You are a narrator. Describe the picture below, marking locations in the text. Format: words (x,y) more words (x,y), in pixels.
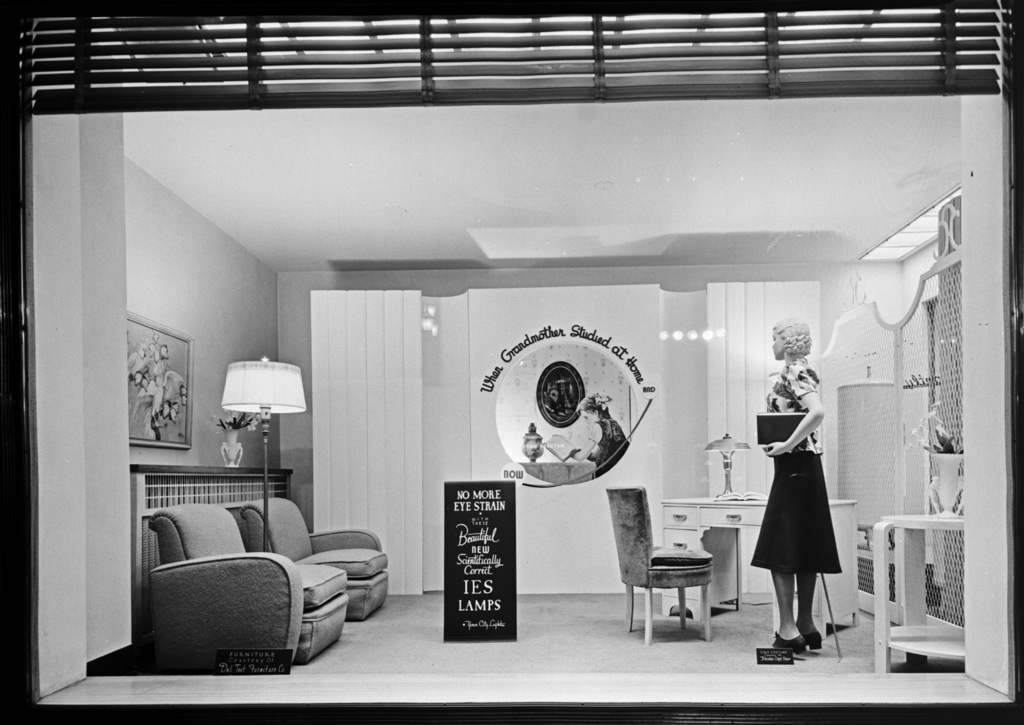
This black and white picture is taken from outside a room (741,378). There is glass (550,212) and through it we can view the inside of the room (541,252). There is a couch (342,545), table (702,511), chair (684,565), lamp (729,467) and flower vase (954,465). There is a mannequin (819,463) in this picture and she is holding box (785,432) in her hand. There is a table lamp (730,449) on the table (720,508). Between the couch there is another lamp (263,432). On the wall (204,408) there is picture frame (156,401) hanging. In the center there is a board (485,532) with text (488,582) on it.
